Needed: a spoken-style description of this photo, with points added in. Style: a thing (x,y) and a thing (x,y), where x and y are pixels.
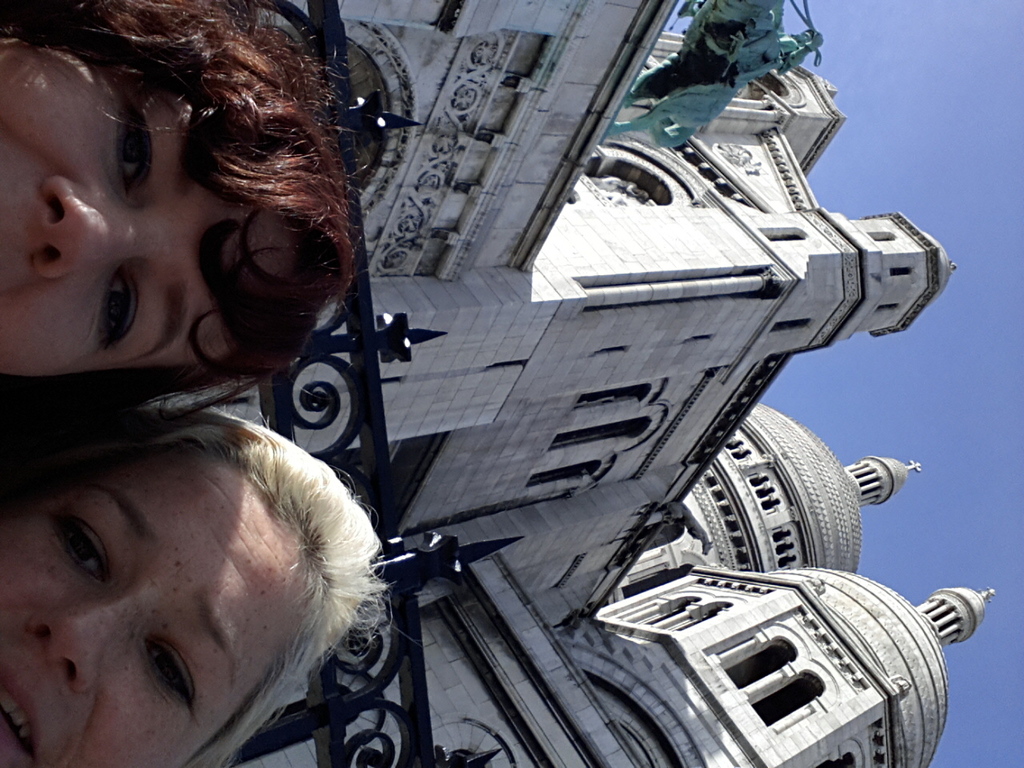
It is a tilted image there are two people (176,519) in the front (270,319) and behind them there is a huge architecture (643,171), on the left side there is a sculpture (711,48).
